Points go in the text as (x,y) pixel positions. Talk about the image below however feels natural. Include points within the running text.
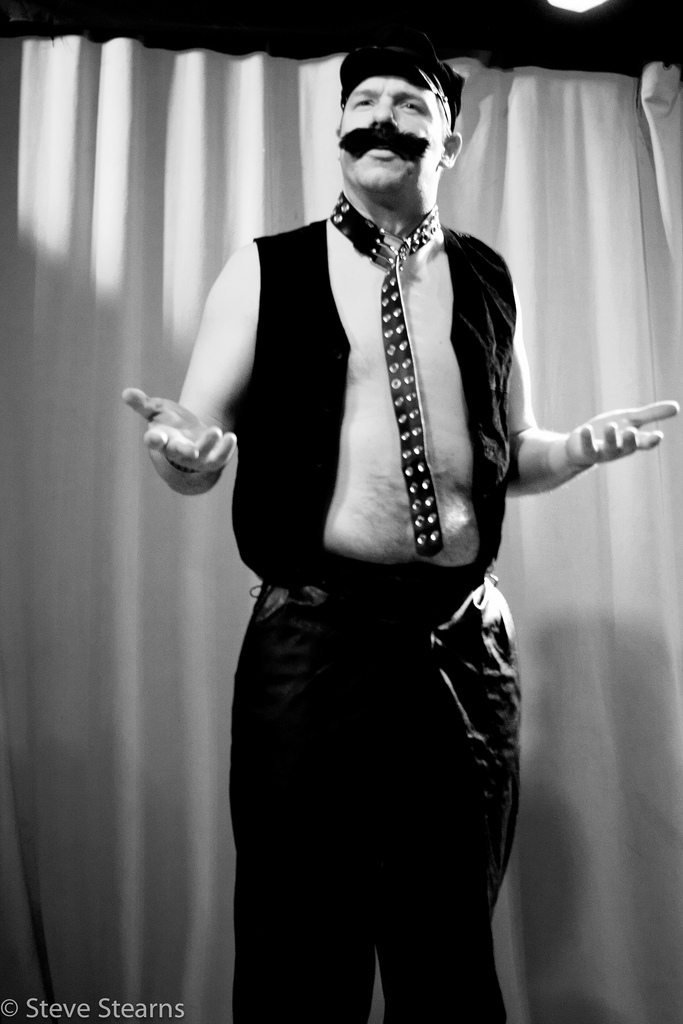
This is a black and white picture. In the center of the picture (404,436) there is a person (372,453) standing wearing a black jacket (272,544) and black jeans (382,758). In the background (96,385) there is a curtain (570,212). At the top (565,6) there is a light (575,6).
